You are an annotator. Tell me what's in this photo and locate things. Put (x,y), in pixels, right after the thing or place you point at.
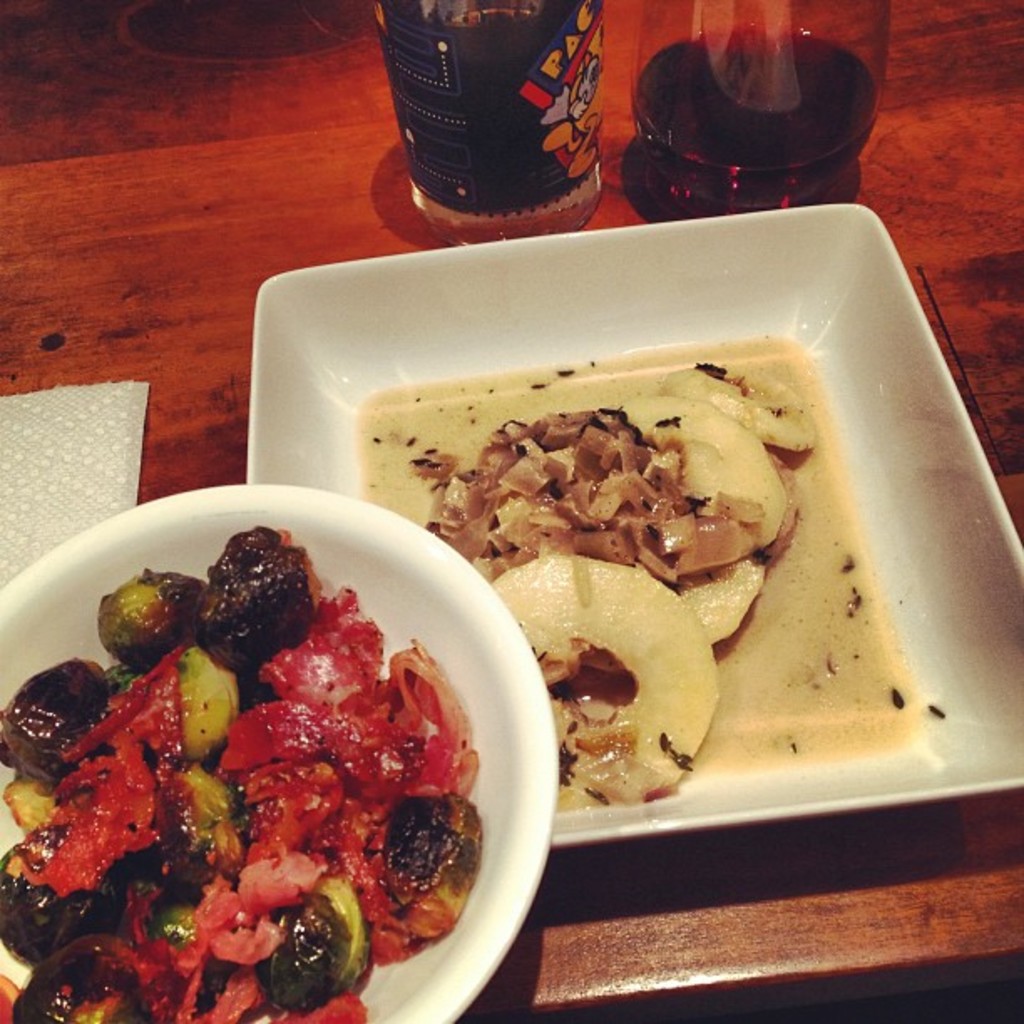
In the image we can see a wooden surface (380,209), on it there are plates (440,544) and food (373,684) on a plate (387,670). There are even two glasses (589,125) and a tissue paper (78,456).
